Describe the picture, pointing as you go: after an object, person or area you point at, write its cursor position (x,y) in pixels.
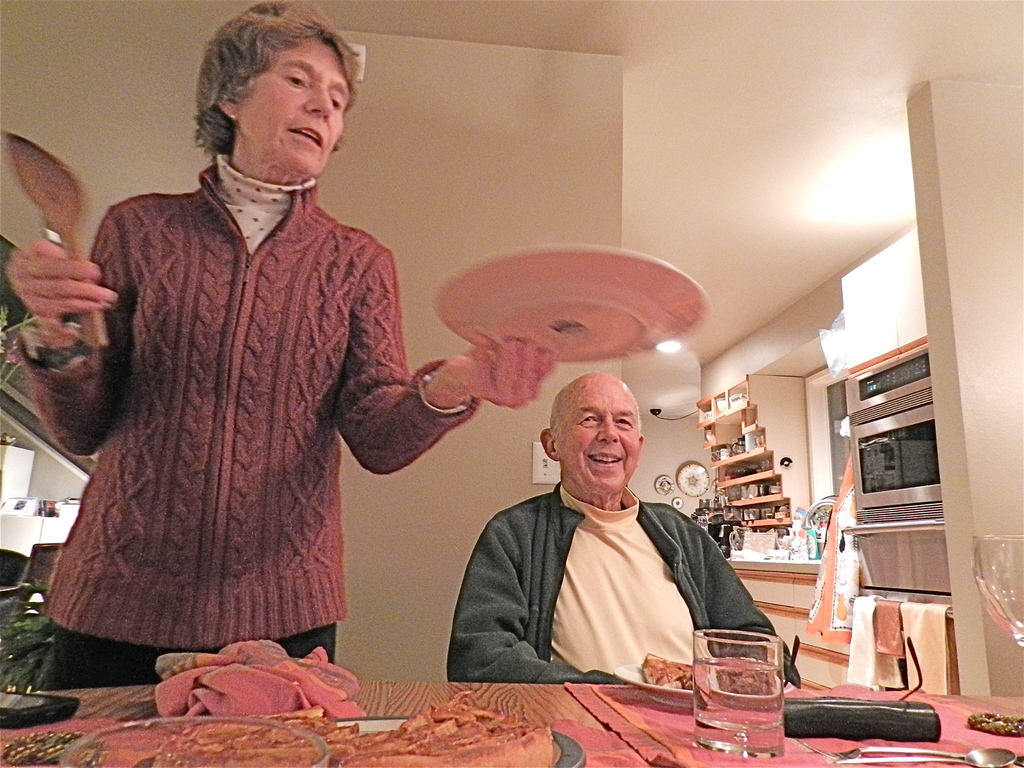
In this image I can see two persons (584,435) where one is standing and one is sitting. I can also see one of them is holding a spoon (51,189) and a plate (473,268). In the front of them I can see a table (539,692) and on it I can see two glasses (719,657), few clothes (683,711), few plates (574,754) and food (471,744). I can also see a spoon (997,764) on the bottom right side of the image (890,754). In the background (846,605) I can see a microwave (899,489), few clothes (905,646) and number of things (731,453) on the shelves (743,478). On the bottom left side (21,606) I can see a plant (13,681) and I can also see few lights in the background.
